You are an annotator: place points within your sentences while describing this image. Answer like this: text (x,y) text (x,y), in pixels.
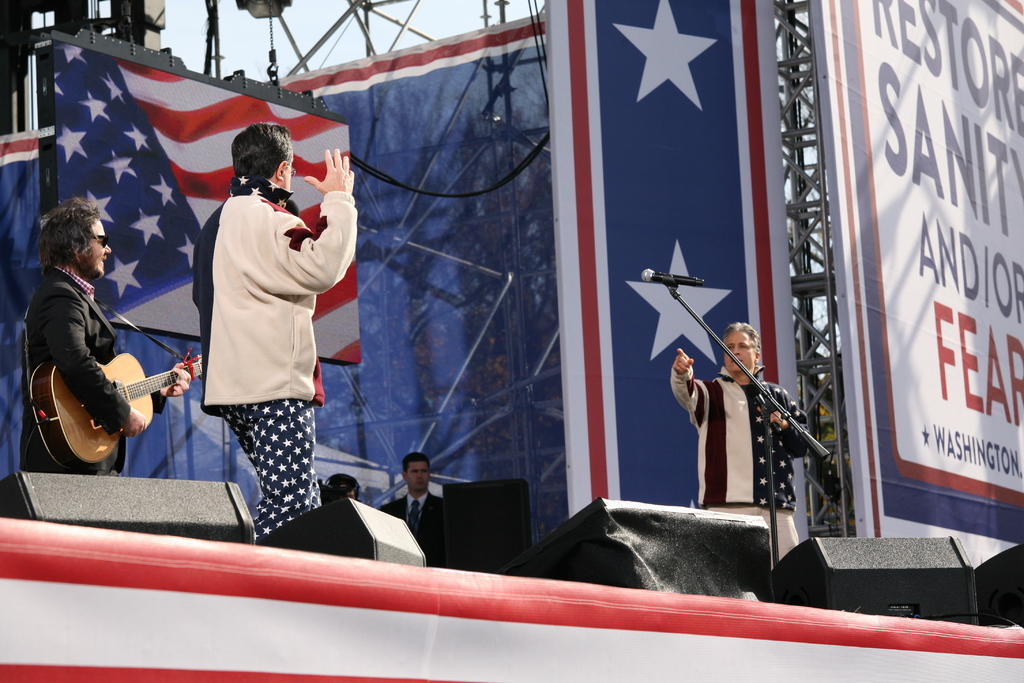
The person (67,319) wearing black suit (65,317) in the left corner (63,315) is playing guitar (136,403) and the person (279,319) beside him is standing and the person (745,421) in the right corner (735,406) is pointing with his hand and there are banners (724,130) behind them.
